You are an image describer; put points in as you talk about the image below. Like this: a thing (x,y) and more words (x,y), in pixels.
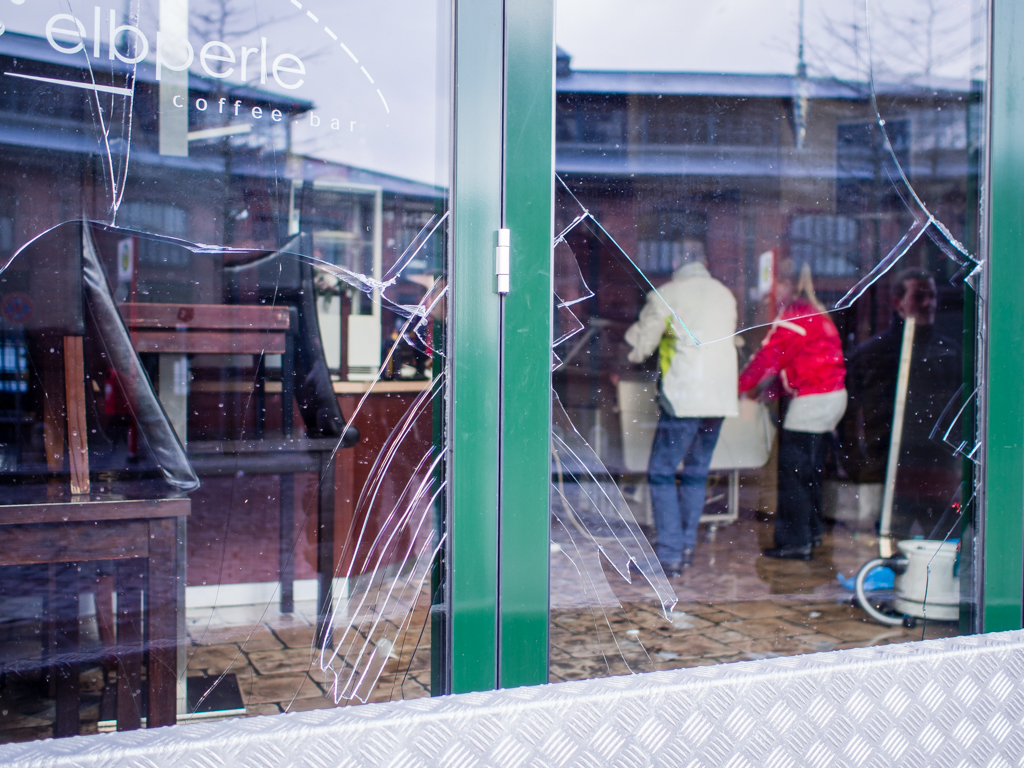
In this image we can see broken glass windows (628,320) through which we can see three persons (819,456) are standing on the floor (297,671) also we can see some machine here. Here we can see the reflection (193,75) of the brick houses (106,69), trees (235,47) and the sky (364,127) in the glass windows (314,138).
